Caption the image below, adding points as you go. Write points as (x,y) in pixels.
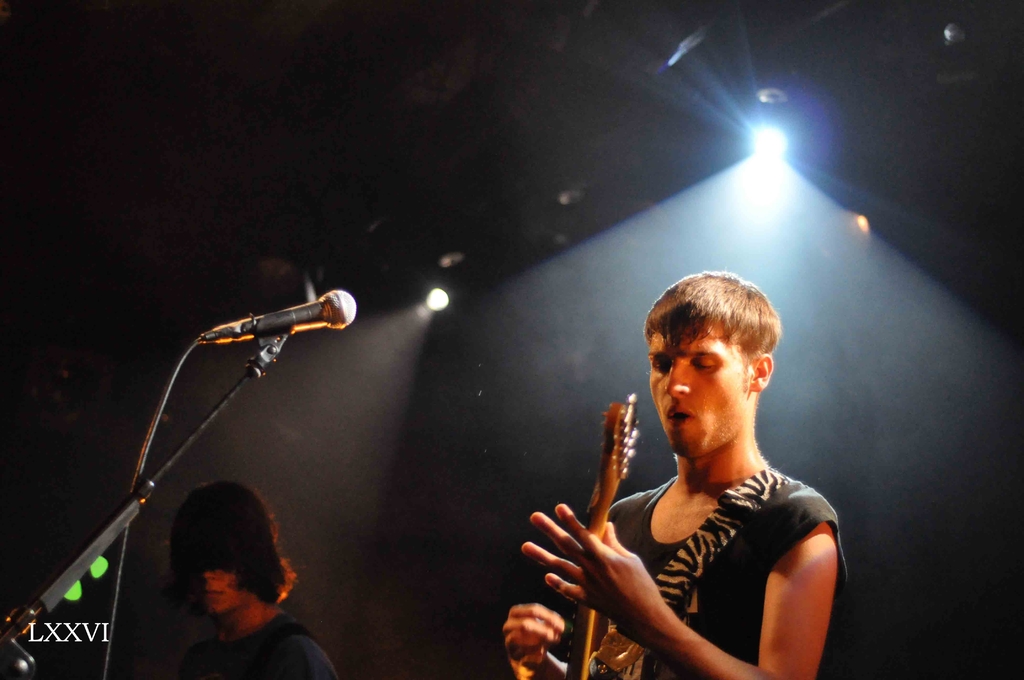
This picture is clicked in a musical concert. The man (525,640) in the right corner of the picture (749,544) wearing black t-shirt (722,582) is holding guitar (574,638) in his hands (549,533) and playing it. I think he is also singing. The man (218,577) on the left (267,675), is wearing dark clothes (270,657). On the left of the picture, we see a microphone (254,337).
